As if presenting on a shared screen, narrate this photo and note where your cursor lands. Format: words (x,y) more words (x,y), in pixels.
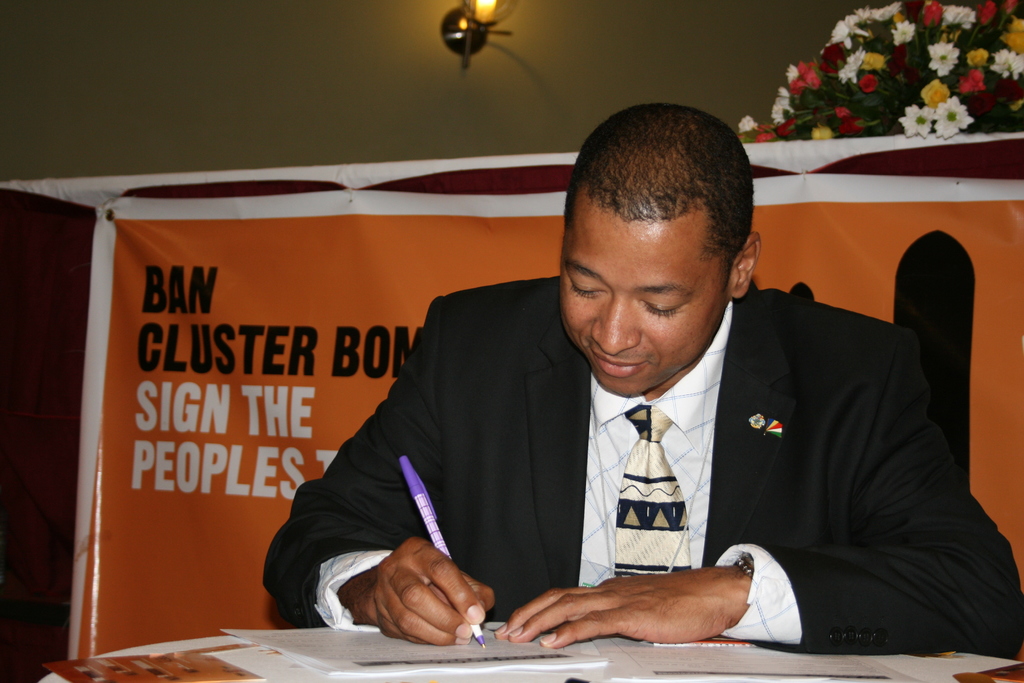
In this picture there is a man (936,554) sitting and holding a pen (425,519) and writing. We can see papers (596,645) on the table (938,672), behind him we can see a banner (273,310) and flowers (746,116). In the background of the image (484,29) we can see light (459,34) attached to the wall (392,137).
